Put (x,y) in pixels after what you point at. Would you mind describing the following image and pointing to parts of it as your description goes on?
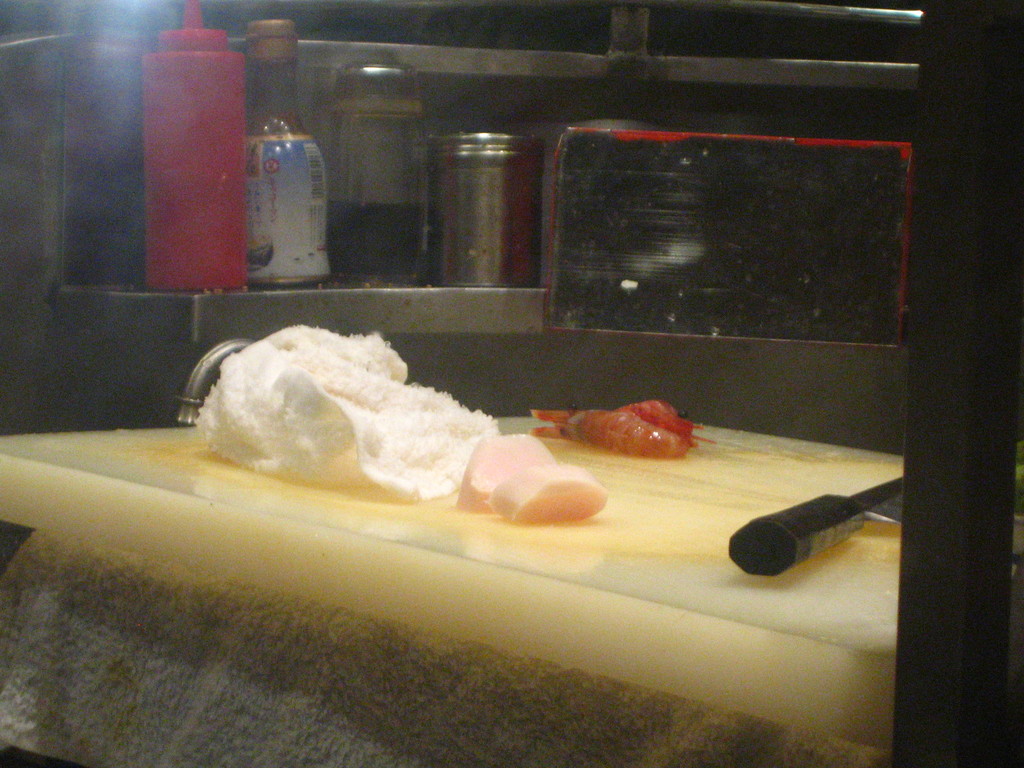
This image consists of knife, meat (534,470). There is a bottle (251,144), sauce bottle (197,173), box (700,330). There is a cutting board (621,467).
